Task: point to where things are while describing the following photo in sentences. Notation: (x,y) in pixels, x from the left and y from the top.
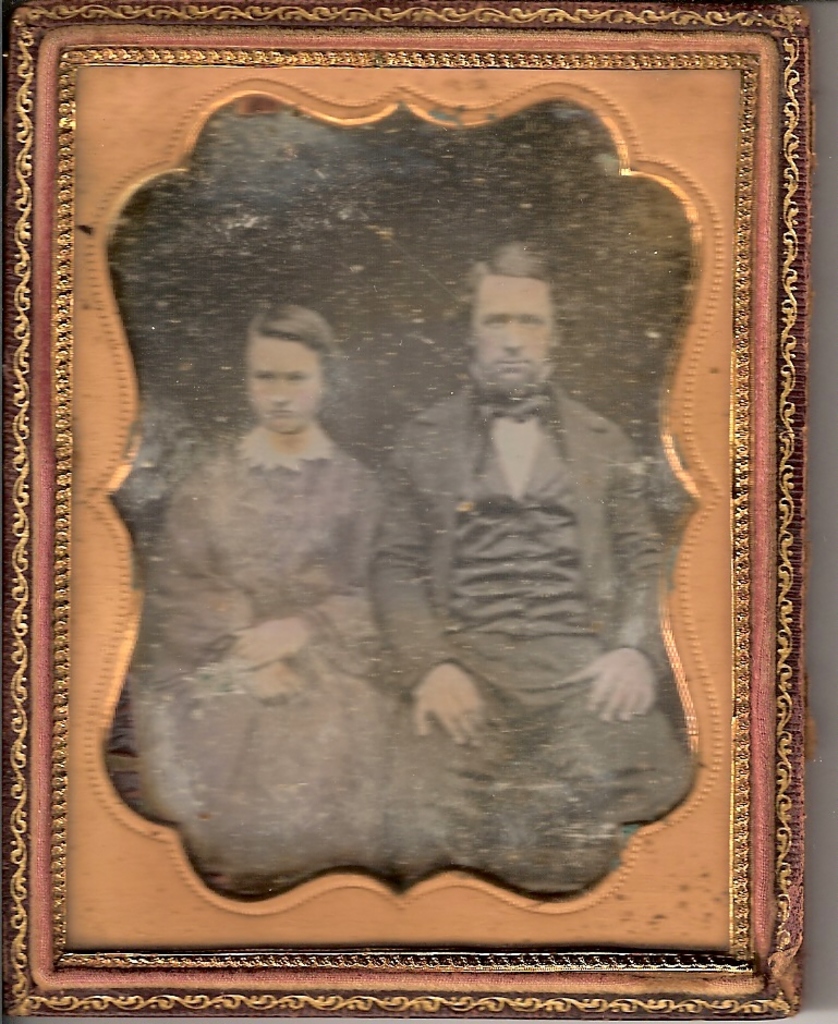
In this image we can see a photo frame (78,888) of a person (523,333) and a woman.
